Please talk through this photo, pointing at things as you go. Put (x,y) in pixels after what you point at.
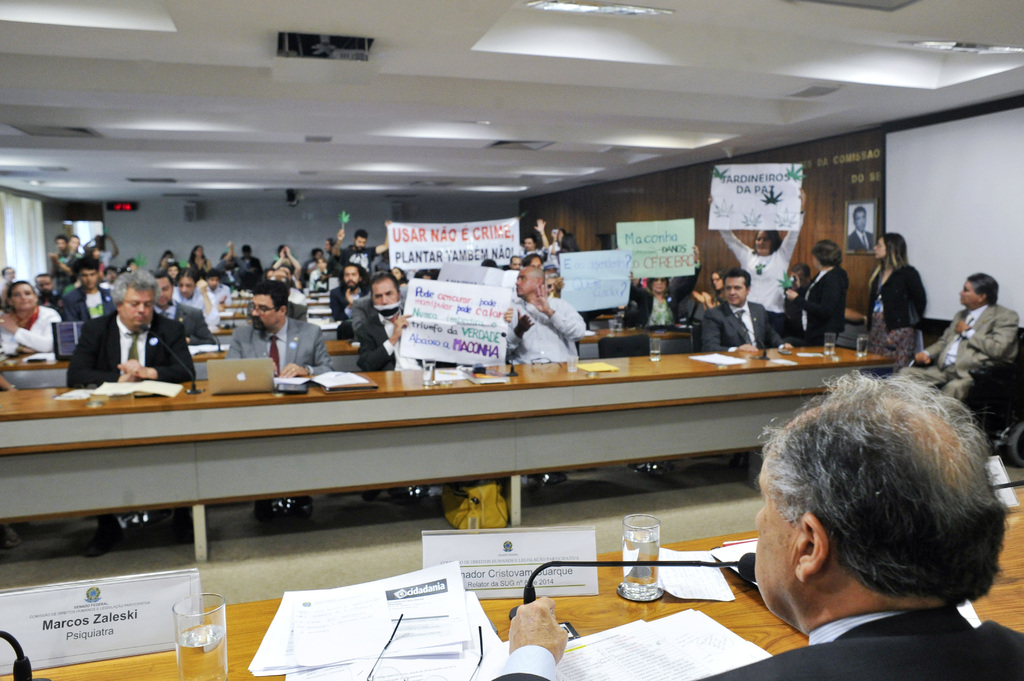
There are group of people (170,297) sitting on the chairs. This is the desk (218,399) with laptop (253,374), papers (441,375), water glass (427,375) and few things (453,378), and few people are holding banners (442,241) and placards (612,258). This is the frame (850,206) attached to the wall (865,197). Here is another man (873,546) sitting and talking on the mike (750,557). These are the papers (358,616) spectacles (379,656), water glass (192,662), name board (162,644) on the table (610,615). At background (105,207) I can see digital watch (126,208) attached to the wall (212,214).
